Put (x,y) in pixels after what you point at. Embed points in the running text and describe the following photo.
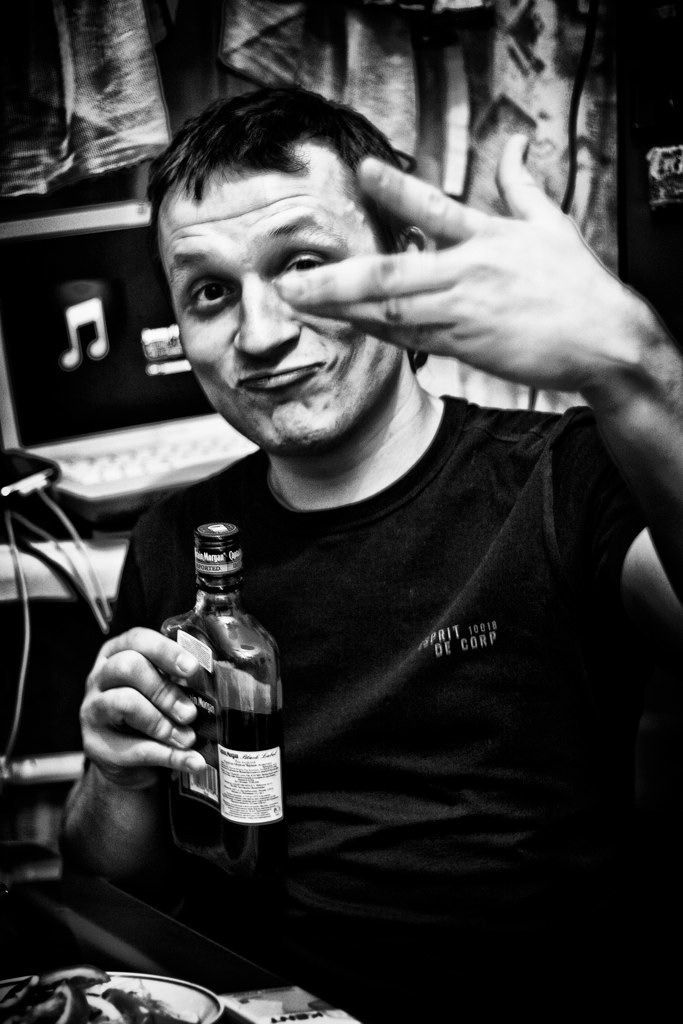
A man (298,766) is sitting on the chair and also holding a rum bottle (266,766) in his hand (150,782).
